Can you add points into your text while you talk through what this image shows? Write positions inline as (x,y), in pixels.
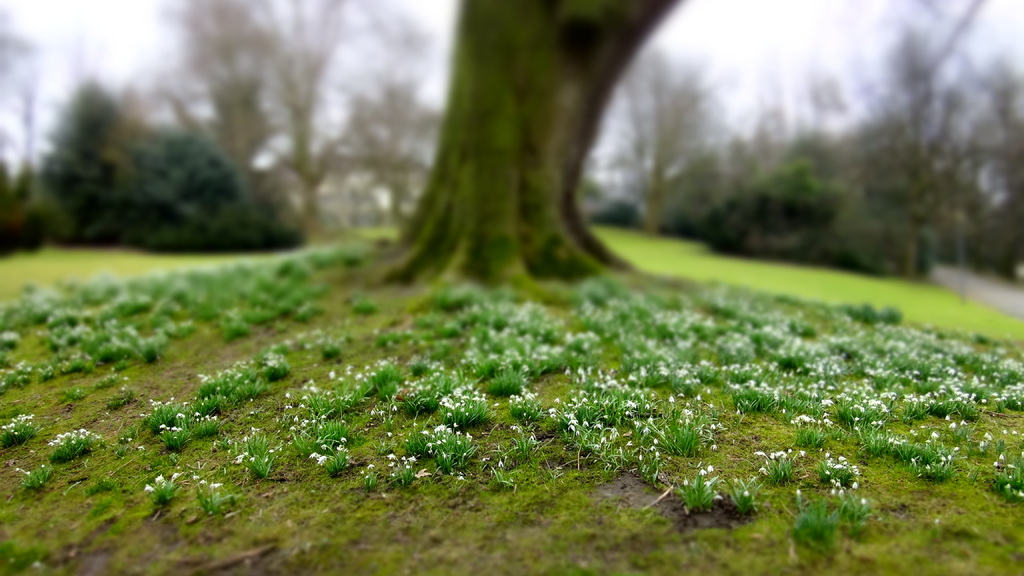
This picture shows trees (711,112) and we see grass (200,308) on the ground (730,364).
